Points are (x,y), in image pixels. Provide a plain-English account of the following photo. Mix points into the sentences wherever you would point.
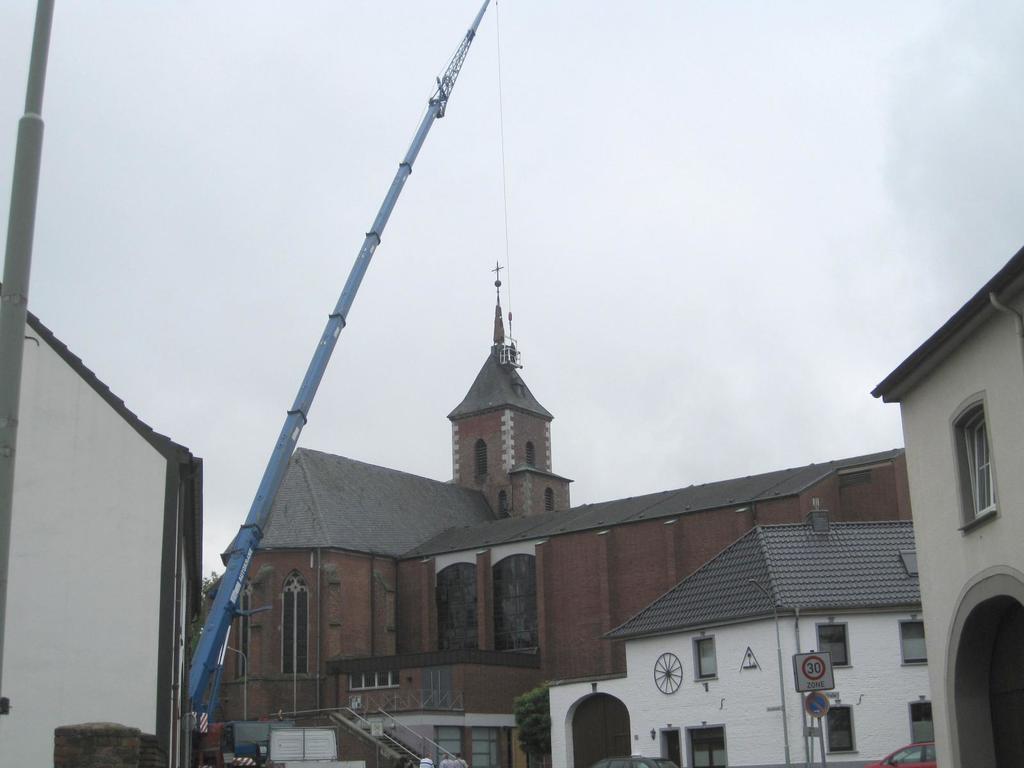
In the foreground of the picture (44,611) there are buildings (968,585), wall (97,543), car (908,753) and a sign board (826,683). In the center of the picture (505,500) there is a cathedral (560,506) and there is a crane (239,549). Sky (434,133) is cloudy. On the left (17,210) there is a pole (9,230).
